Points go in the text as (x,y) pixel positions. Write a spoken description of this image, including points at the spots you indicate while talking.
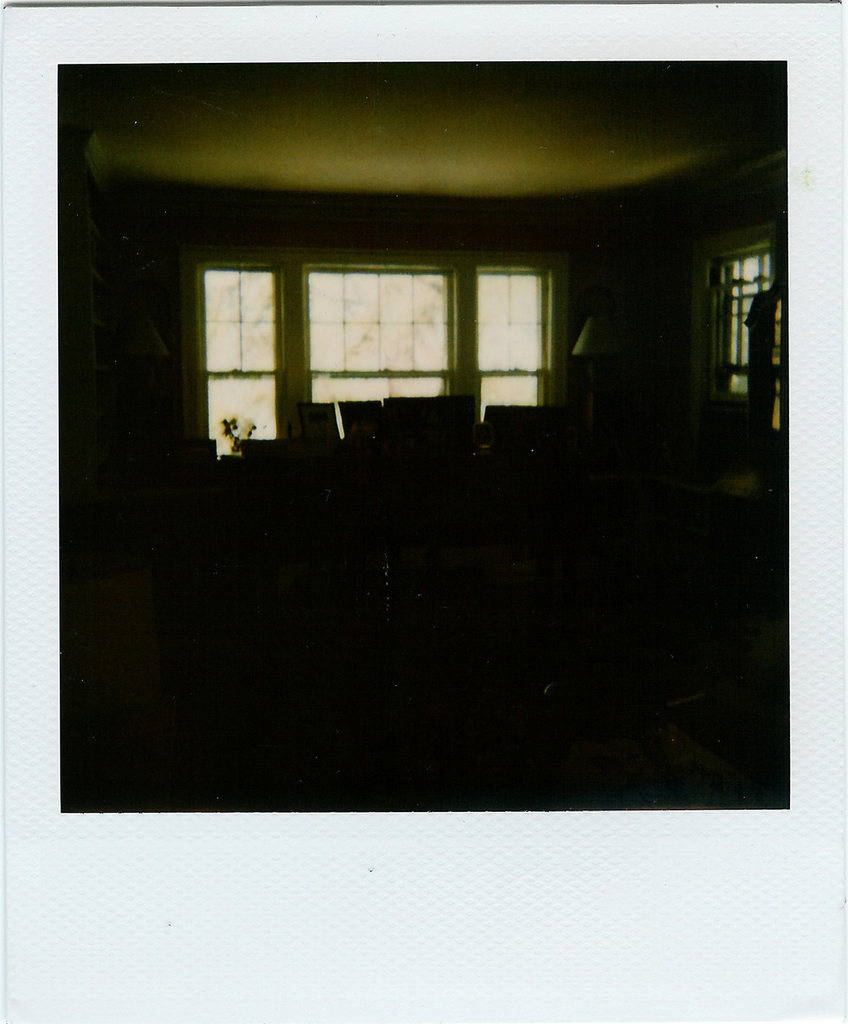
In this picture I can see inside of the building (408,387), full of dark and borders to the image.
